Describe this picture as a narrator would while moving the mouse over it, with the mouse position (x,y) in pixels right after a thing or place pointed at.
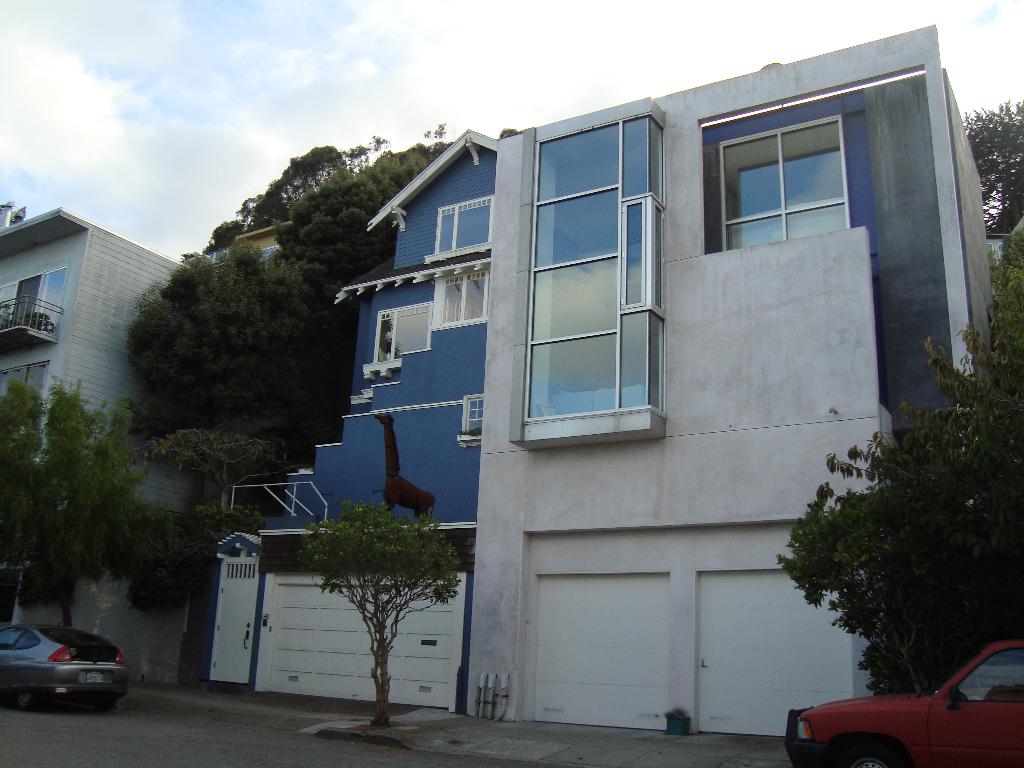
In this picture we can see cars (73,645) on the road (102,735), footpath (557,736), trees (57,532), buildings (66,297) with windows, pot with a plant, door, statue (424,510) and in the background (401,130) we can see the sky (526,81) with clouds (547,118).
